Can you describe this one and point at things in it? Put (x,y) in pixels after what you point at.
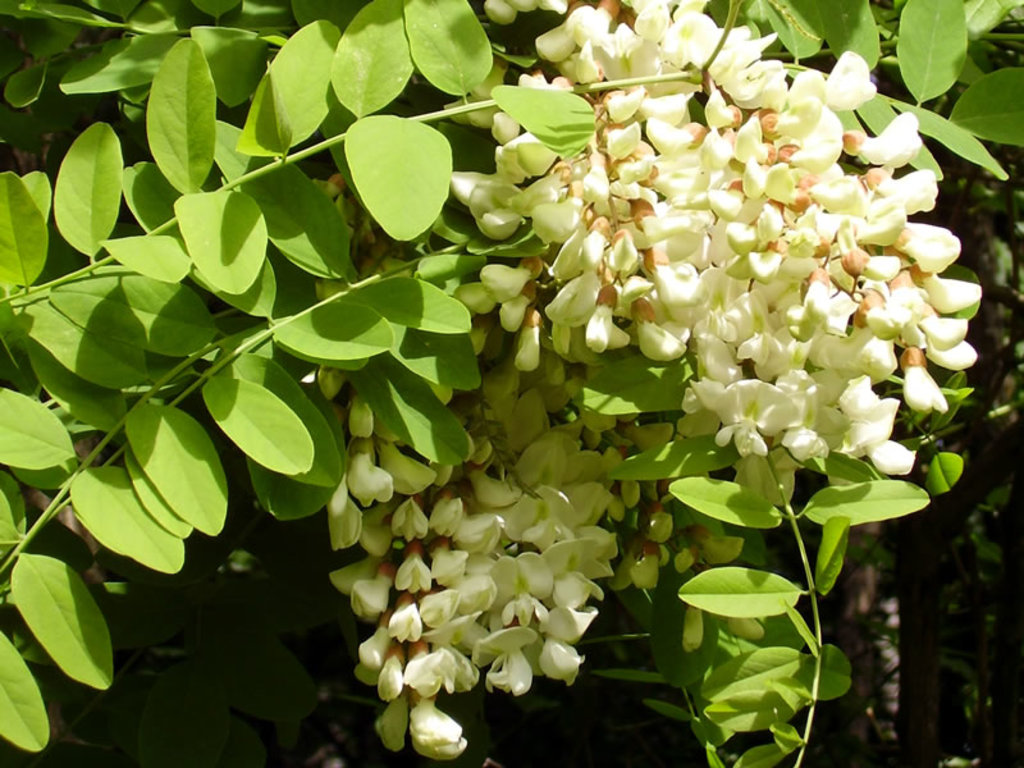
In the middle of this image (460,348), there are branches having white color flowers (616,184) and green color leaves (917,29). And the background (1015,243) is dark in color.
